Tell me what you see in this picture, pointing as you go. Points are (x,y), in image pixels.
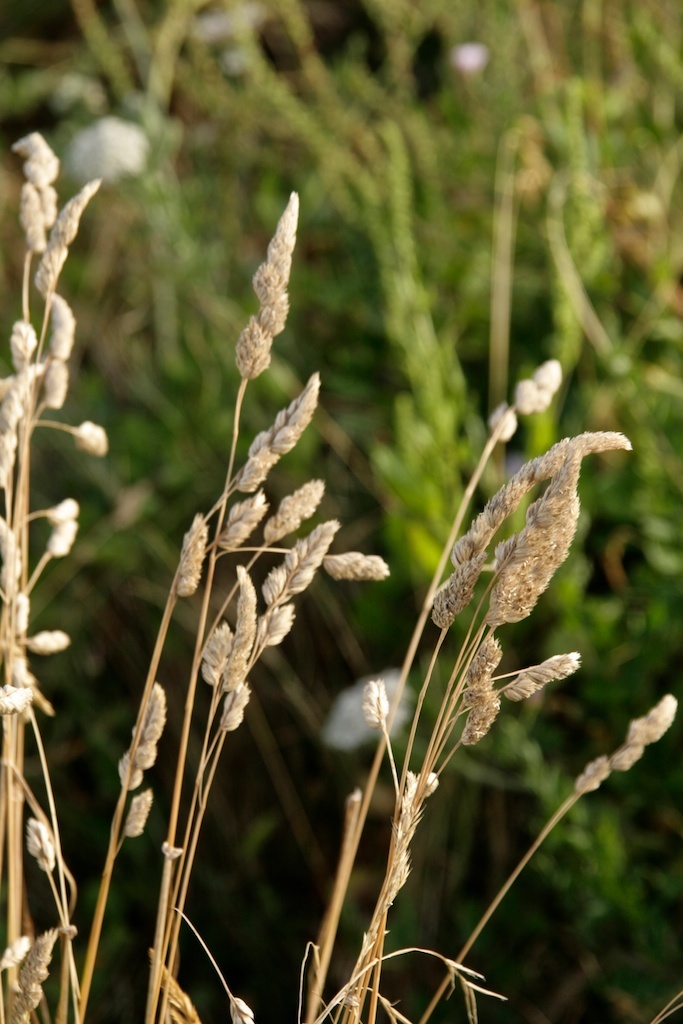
In the center of the image (245,609) we can see the grass (252,602), which is in cream color. In the background (325,300), we can see plants (502,205) and a few other objects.
